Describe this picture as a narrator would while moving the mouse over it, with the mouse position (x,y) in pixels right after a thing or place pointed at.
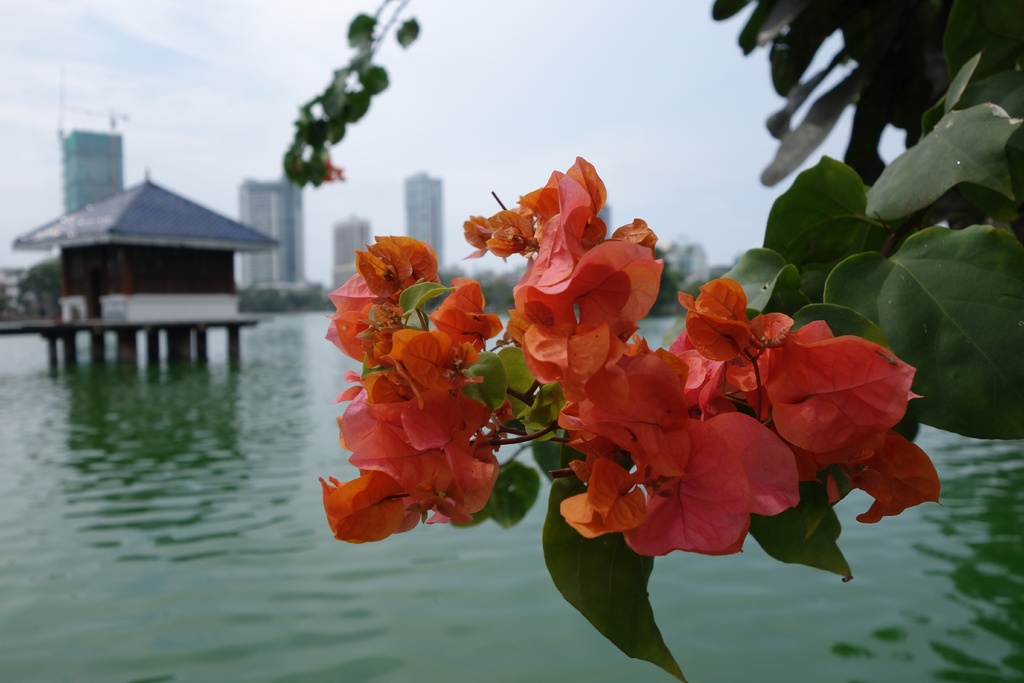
In this picture we can see flowers (568,299), leaves (911,274), water (252,423), house (103,278), buildings (108,187), trees (36,285) and in the background (221,11) we can see the sky (290,62).
